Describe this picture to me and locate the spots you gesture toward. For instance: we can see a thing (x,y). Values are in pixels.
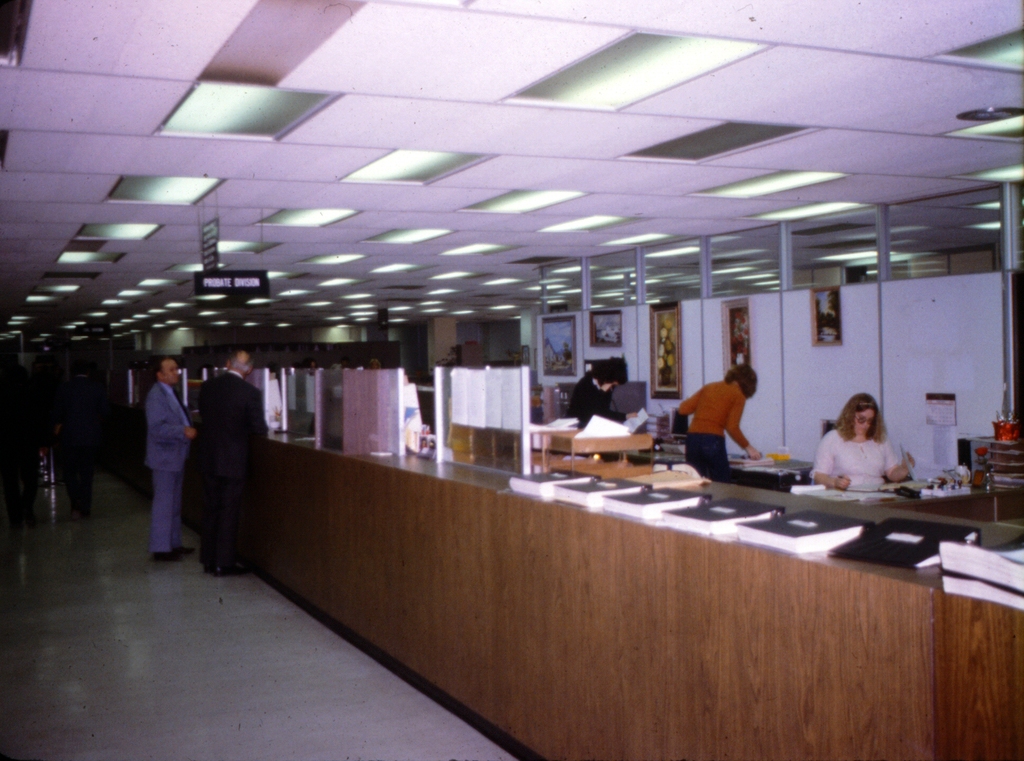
In the image on the right side (1002,536) there is a table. On the table (487,467) there are files (950,528), papers (469,400), small glass walls (486,402) and some other objects (929,492). And in the image there are few people (221,434). In the background (656,326) there are walls (920,305) with frames (651,335). At the top of the image (370,186) there is a ceiling (370,186) with lights (288,216) and name boards (245,283) are hanging.
